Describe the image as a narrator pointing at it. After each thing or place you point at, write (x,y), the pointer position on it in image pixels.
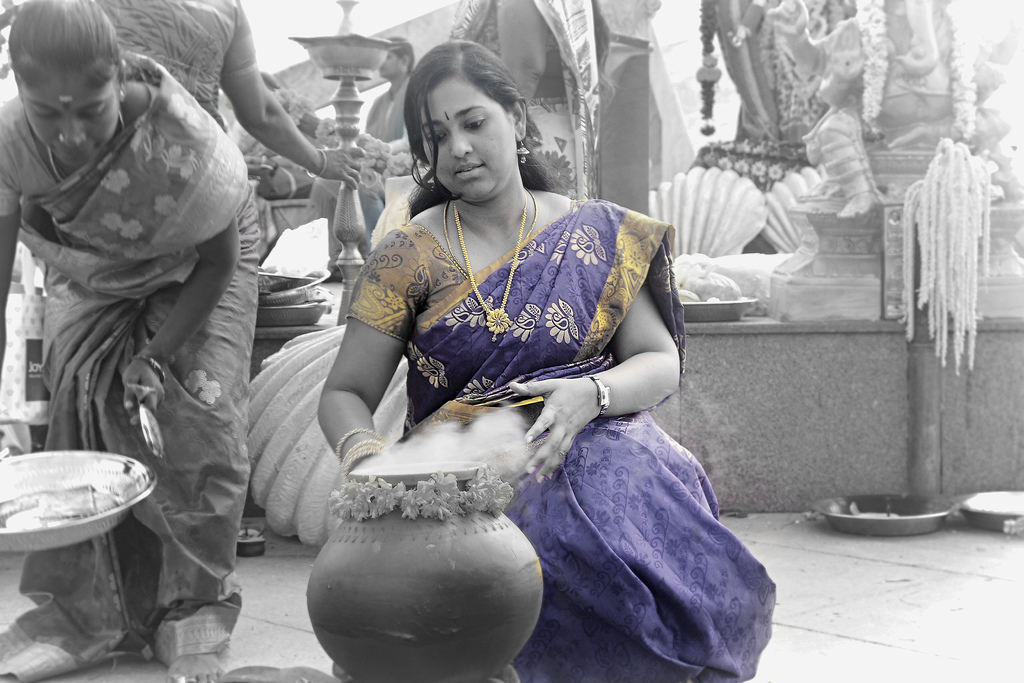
In this picture I can see 2 women (198,392) in front (123,103) and I see a pot (404,537) near to the woman (363,271) who is on the right (703,658) and in the background (118,20) I see few more people (504,24) and I see few things (812,201).
